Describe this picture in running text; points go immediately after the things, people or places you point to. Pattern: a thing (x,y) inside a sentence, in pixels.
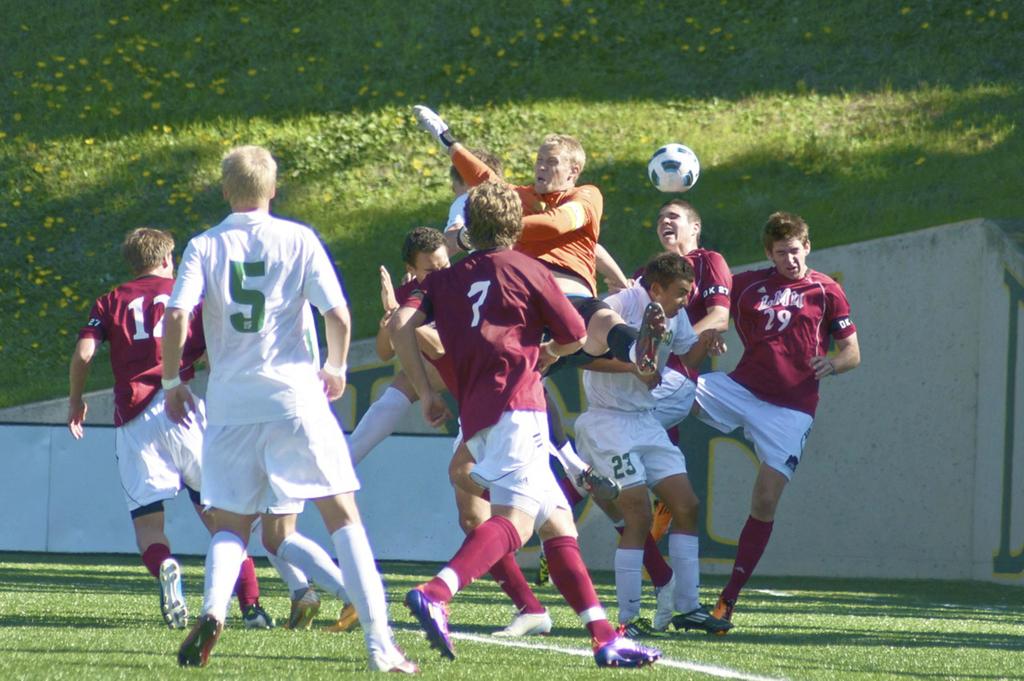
In this image I can see group of people (414,286) playing game. I can also see a ball (685,153) in white and black color and background (288,84) grass (349,95) is in green color.
